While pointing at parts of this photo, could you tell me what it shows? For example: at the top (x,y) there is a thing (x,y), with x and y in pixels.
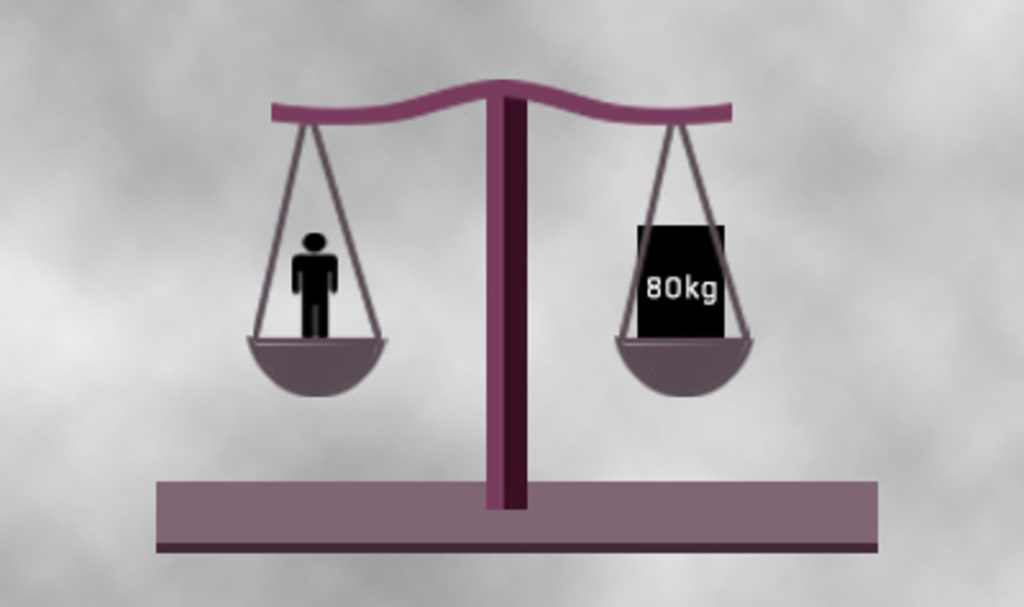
In this image we can see horizontal balance (497,107) and logo (328,277) of a person (320,243).
